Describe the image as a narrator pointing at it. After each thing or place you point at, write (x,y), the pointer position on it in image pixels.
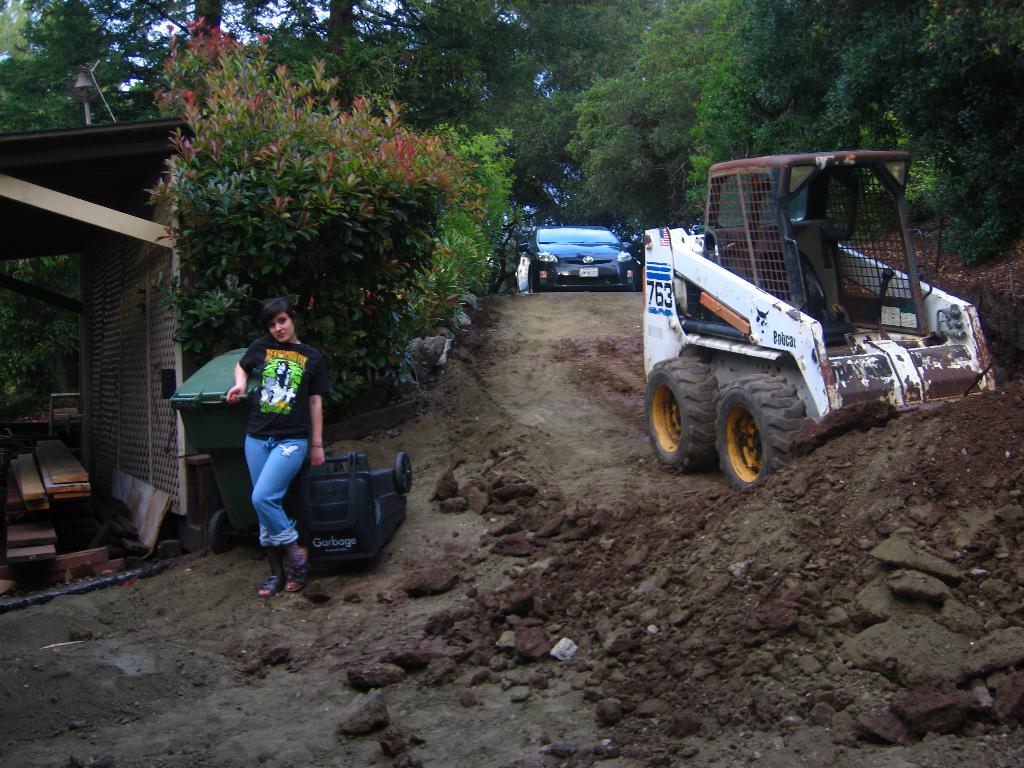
This is an outside view. On the left side (65,453) there are wooden objects (34,534) placed under the shed (129,348) and there is a person (300,427) standing. At the back of this person (254,482) there are garbage bins (235,472). On the right side (702,305) there is a bulldozer (737,287) and a car (563,247). In the background (470,125) there are many trees (716,109). On the ground (647,653), I can see the mud (876,610).
